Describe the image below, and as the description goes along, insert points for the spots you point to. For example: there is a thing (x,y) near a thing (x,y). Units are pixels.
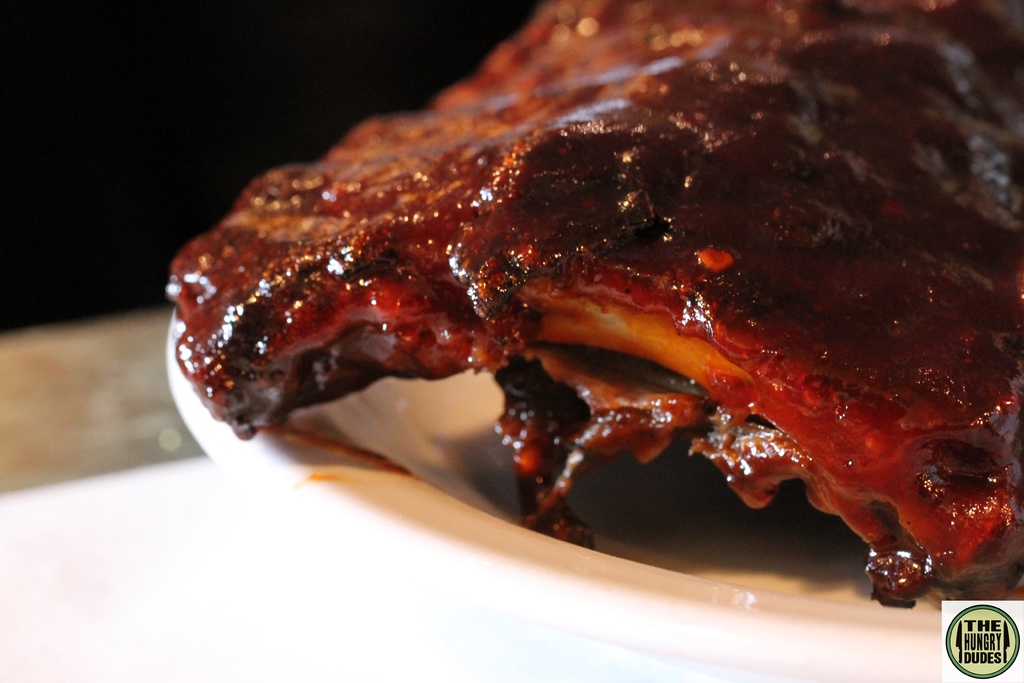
In this image we can see some food (540,414) in a plate (487,412) which is placed on the surface (206,563).
